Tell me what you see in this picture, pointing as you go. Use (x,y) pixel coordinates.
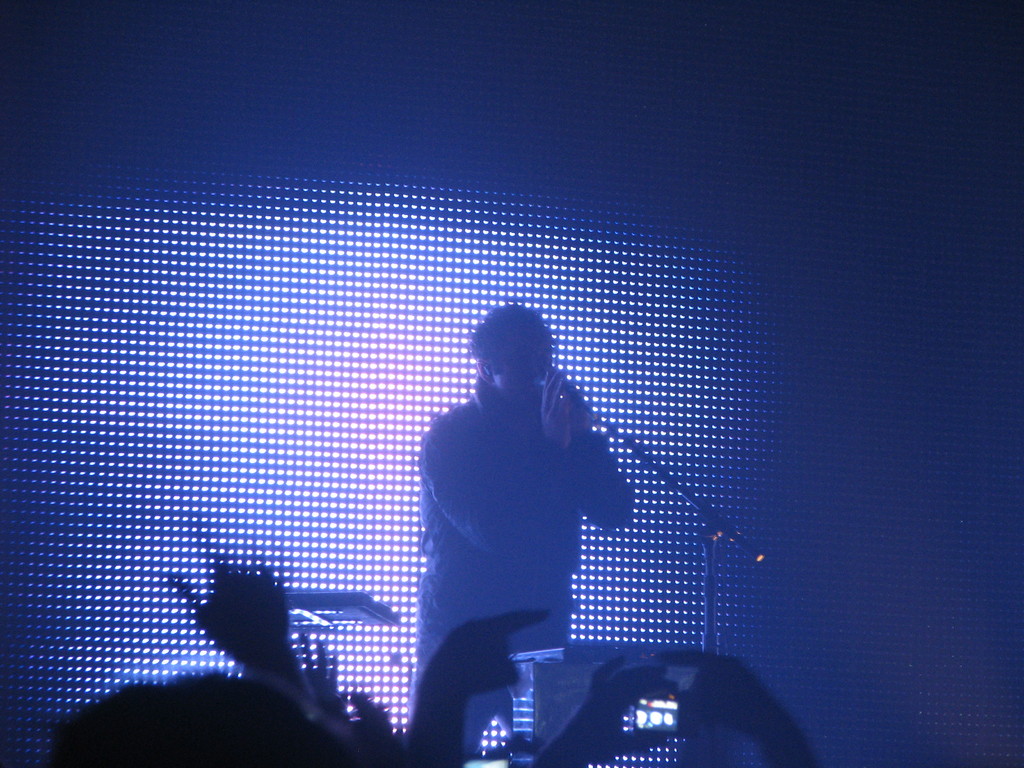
In this picture there is a person (527,497) standing and singing in front of a mic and there are few objects (552,672) and audience (691,689) in front of him and there are few lights (350,310) behind him.
